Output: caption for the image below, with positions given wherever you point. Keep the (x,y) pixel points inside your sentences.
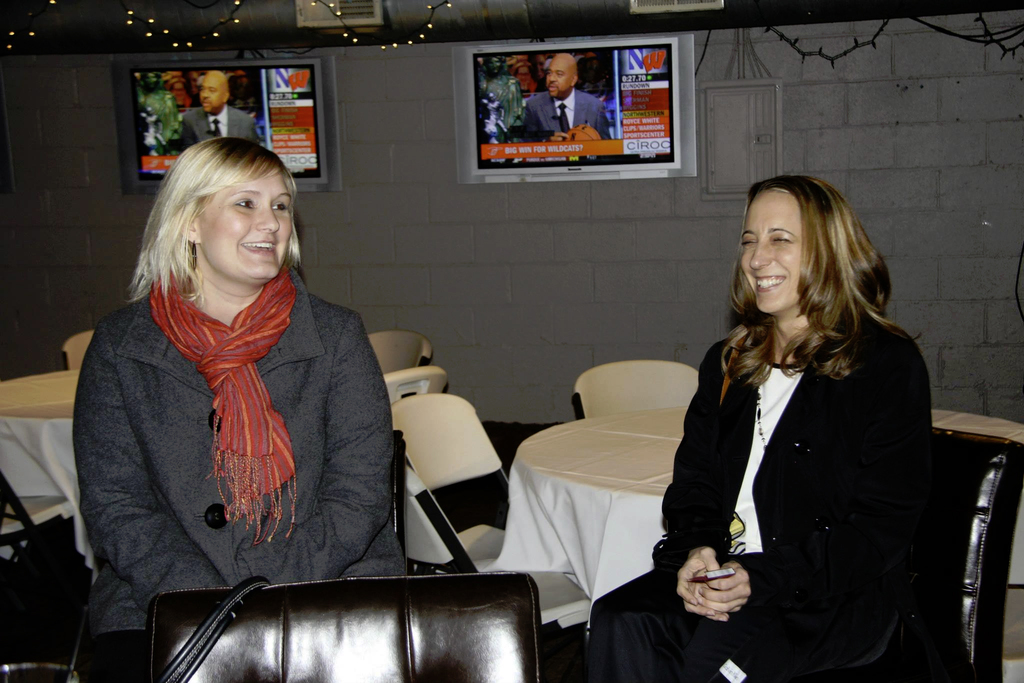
In this image we can see two persons (328,327) sitting on the chairs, there are some chairs (413,512) and tables (509,480) covered with the white color cloth (568,435), in the background (375,251) we can see the wall (106,78), on the wall (106,78) we can see televisions (530,86), there are some lights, bag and other objects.
